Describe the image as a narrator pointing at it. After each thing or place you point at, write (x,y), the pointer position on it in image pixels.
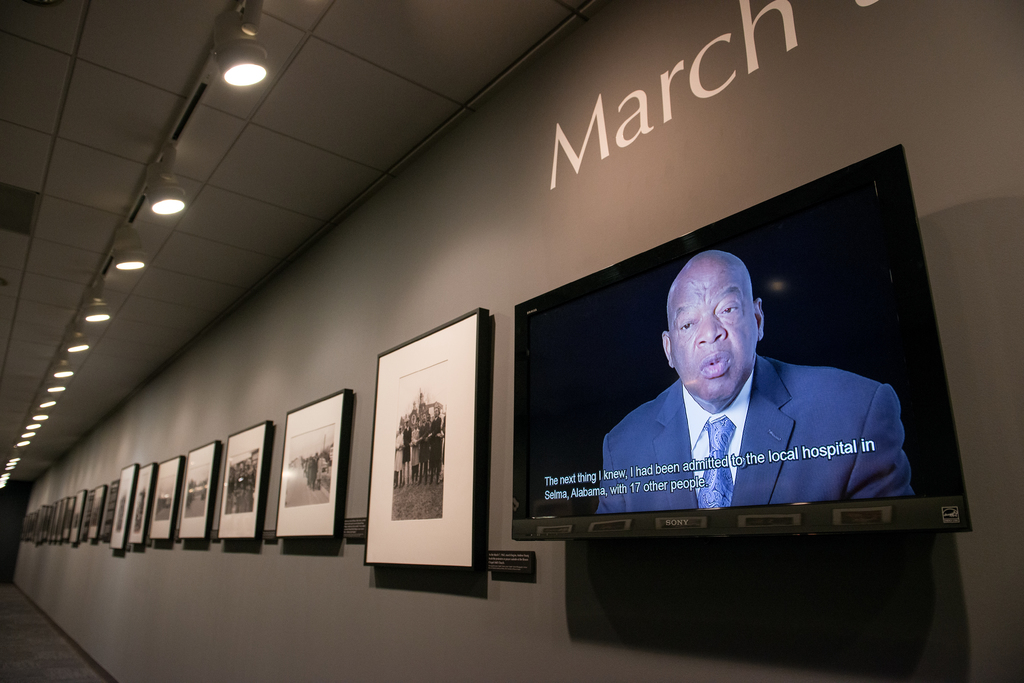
In this picture I can see frames (452,411) and a television (625,458) attached to the wall (167,564), and there are lights (255,35).
